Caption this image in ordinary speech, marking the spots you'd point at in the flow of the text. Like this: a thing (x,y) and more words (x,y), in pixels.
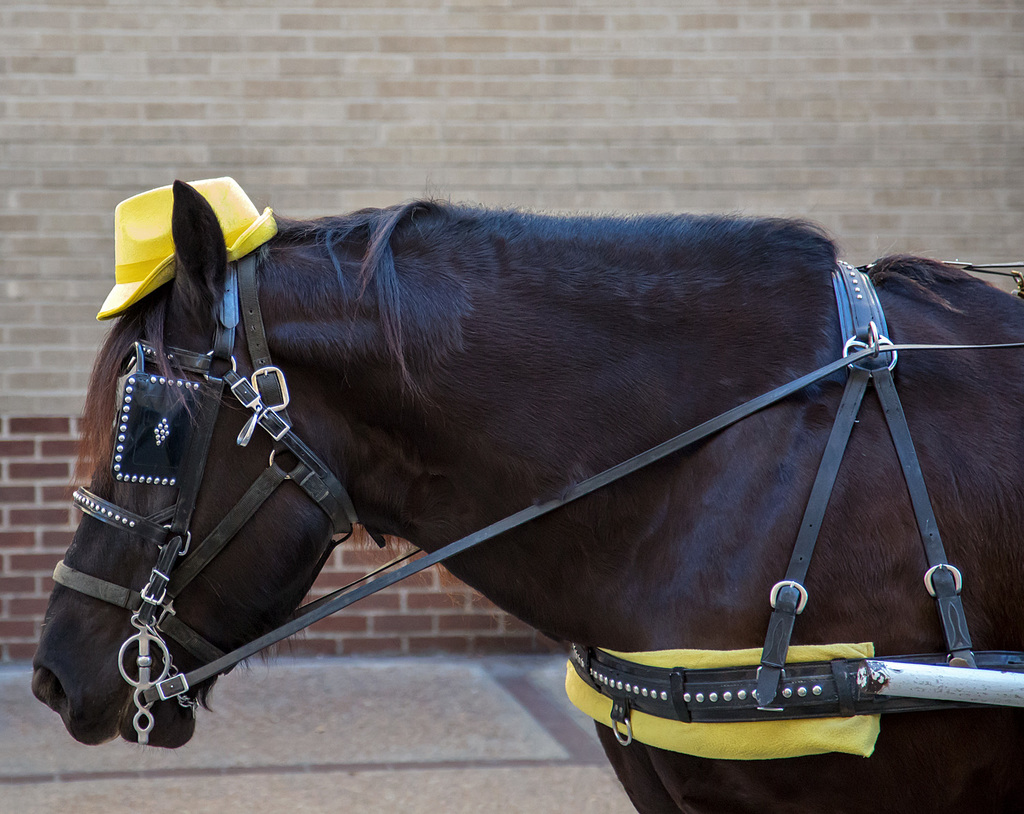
In this image I can see the horse (666,397) which is in black and brown color. I can see some belts (257,383) to the horse (517,380). In the background (95,163) I can see the brick wall (53,533).
